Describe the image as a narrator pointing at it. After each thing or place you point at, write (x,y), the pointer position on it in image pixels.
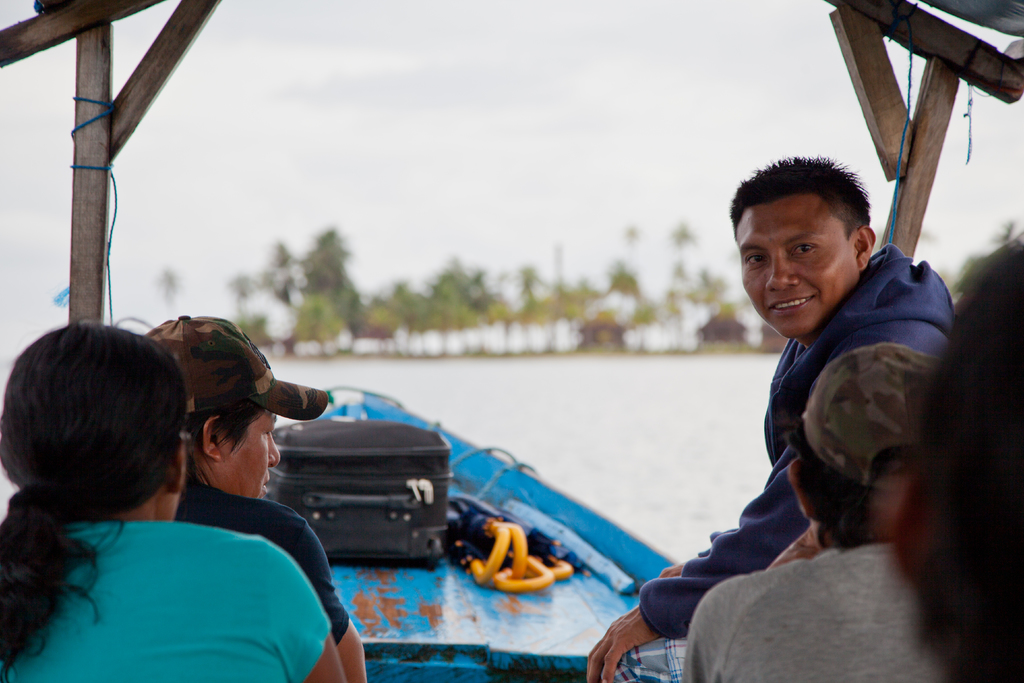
In this image I can see people (187,388) sitting on a boat (482,613). In the background (446,329) there are some trees (531,324). At the top (471,85) I can see sky (555,118).
